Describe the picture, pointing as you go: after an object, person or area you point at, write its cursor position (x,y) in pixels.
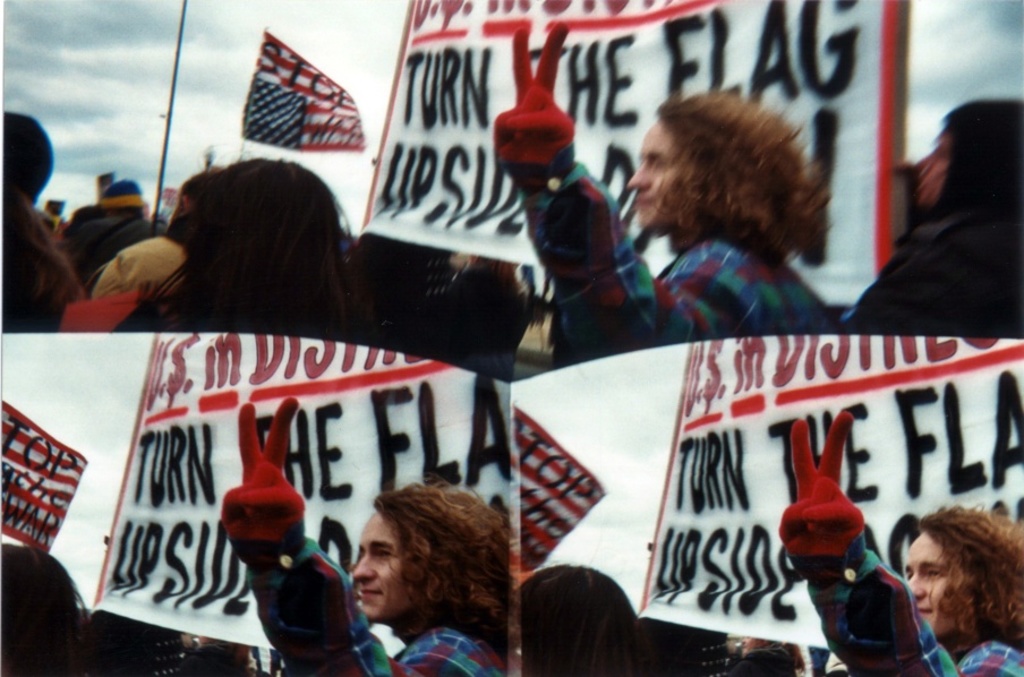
In this image we can see the collage picture of three photos and we can see some people (687,170). There is a banner (876,483) with some text (622,164) and we can see a flag (284,135) and there is some text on it and at the top (220,157) we can see the sky (206,148).
